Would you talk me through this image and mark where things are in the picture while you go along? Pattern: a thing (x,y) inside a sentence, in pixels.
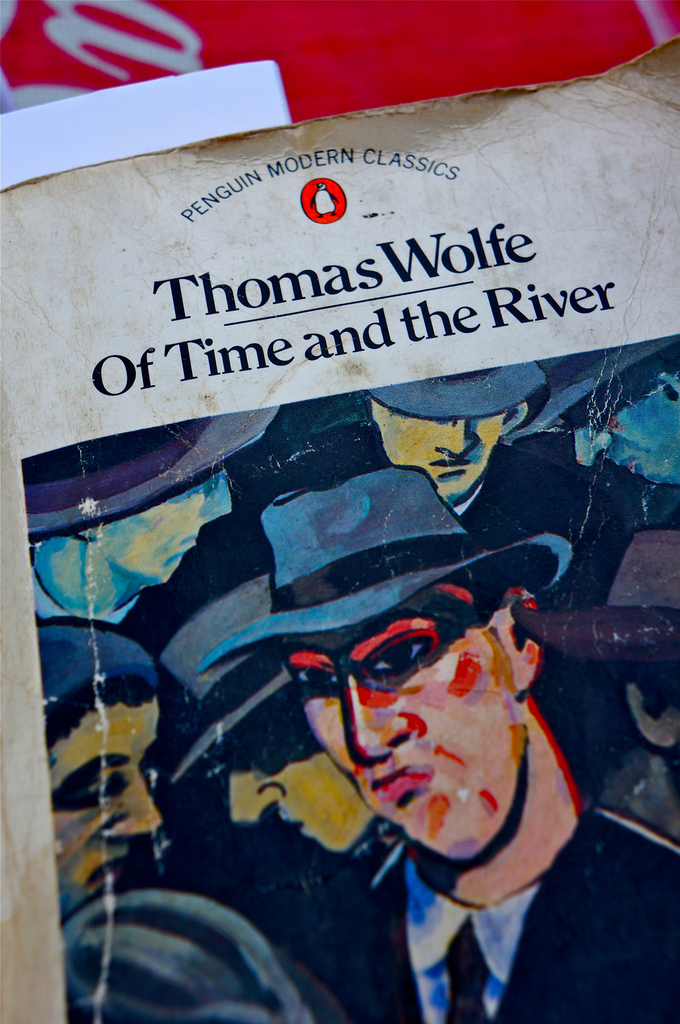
In this image I can see the painting (430,683) of few persons (411,660) wearing black colored dresses (621,902) and hats (380,547) on the paper (380,547). I can see something is written with black color.
